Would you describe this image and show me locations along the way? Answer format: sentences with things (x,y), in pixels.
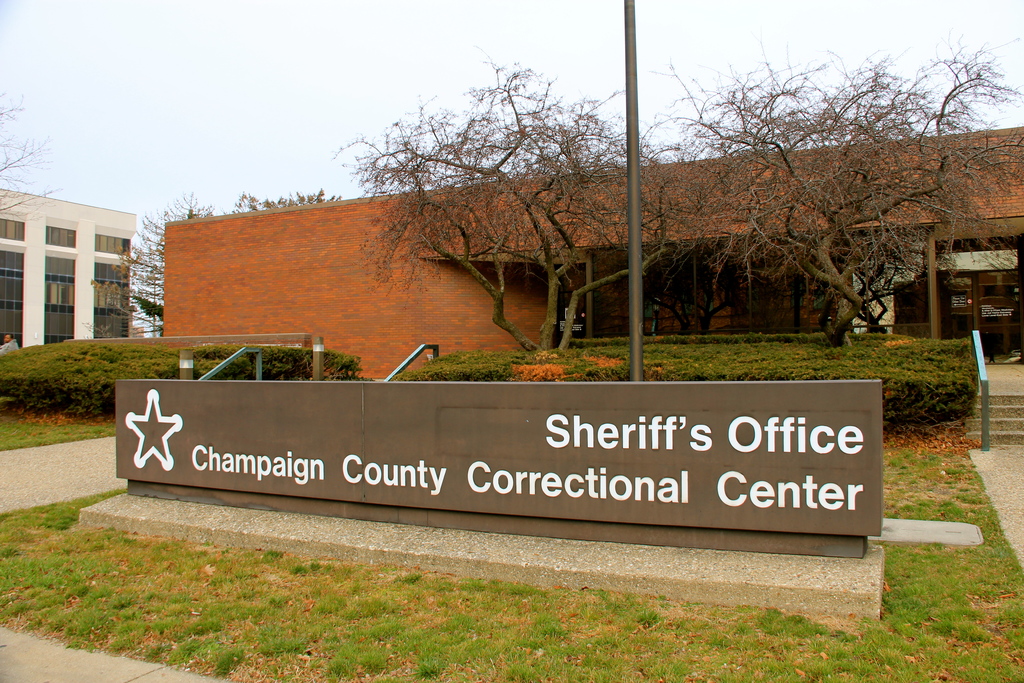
In this image in the foreground (513,442) there is a board (333,453). On it there are some text (667,442). In the background (583,285) there are buildings (280,268), trees (500,322). There are some plants (649,343) here. The sky (884,18) is clear. This is a pole (635,347).
